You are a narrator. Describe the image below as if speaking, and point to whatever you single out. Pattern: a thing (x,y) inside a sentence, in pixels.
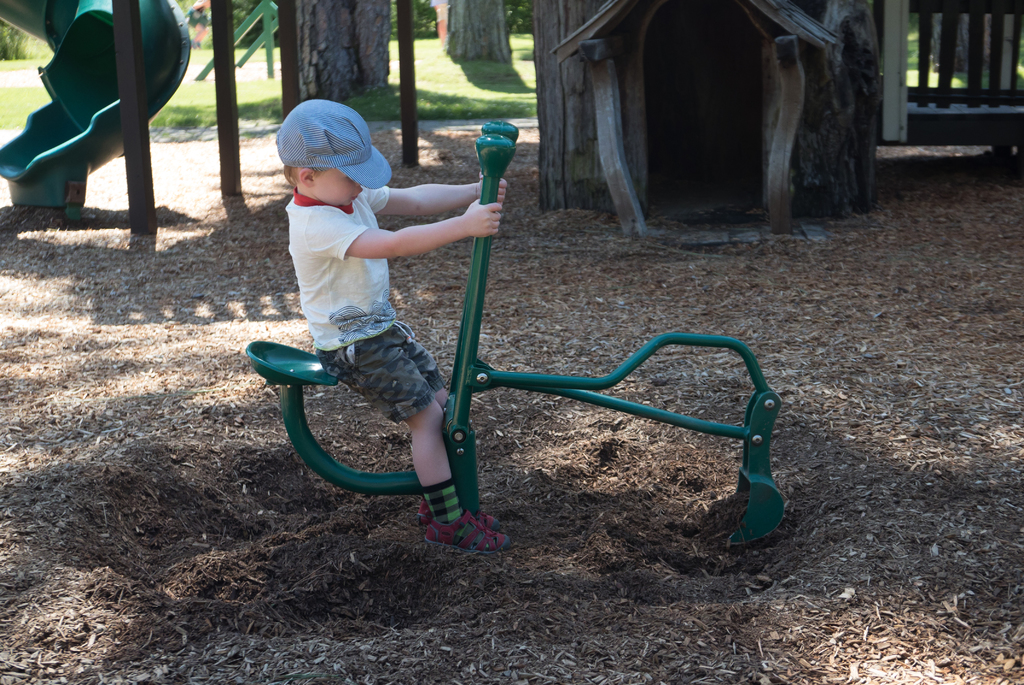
In this image I can see a person (335,338) sitting on the green color object (293,418) I can see tree-house (788,103), mud (34,253), trees (845,82) and some-objects (971,83).
